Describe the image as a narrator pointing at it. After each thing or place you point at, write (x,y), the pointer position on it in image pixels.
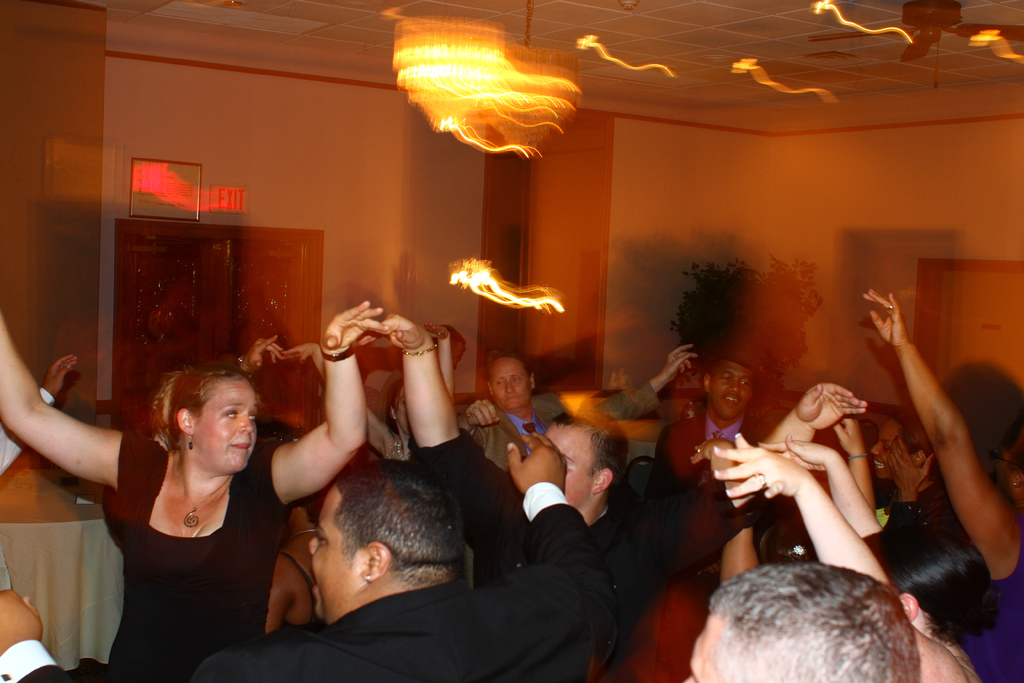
In this image I can see group of people (446,547) dancing, background (192,163) I can see few lights (599,48) and I can see the frame (185,174) attached to the wall (211,103).
